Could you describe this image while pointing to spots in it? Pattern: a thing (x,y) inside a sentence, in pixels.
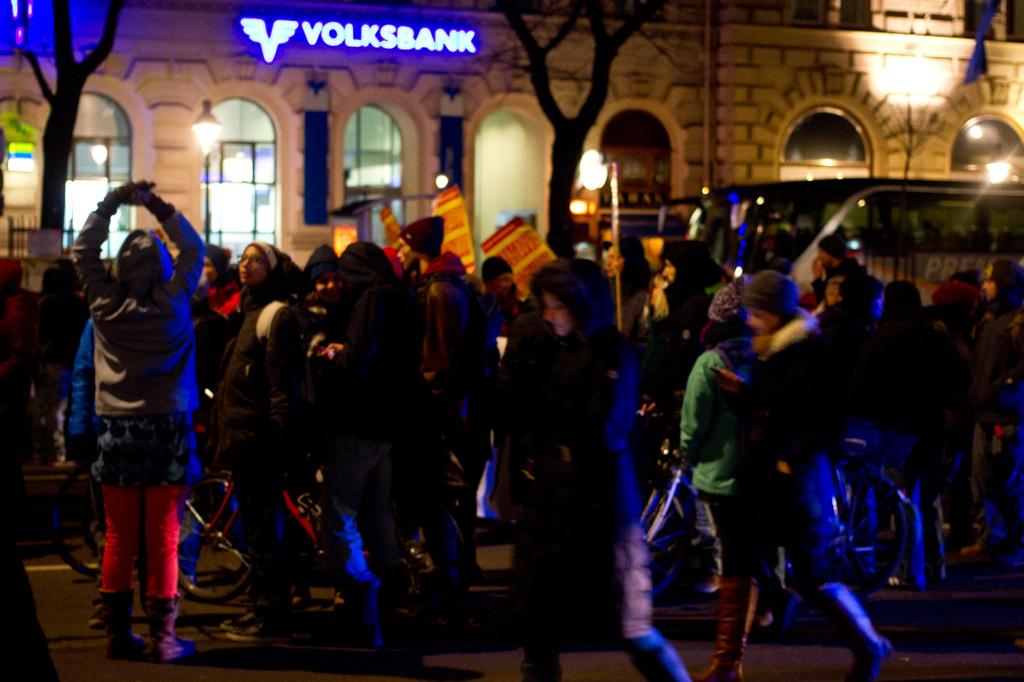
In this image in the middle (604,443) there is a woman (594,480), she wears a jacket (616,510), trouser (620,566), she is walking. In the middle (496,341) there are many people (408,336), lights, building (306,56), text (265,56), vehicle (880,260), streetlights (200,126), trees (571,189), windows (259,167), wall (788,84). At the bottom (591,641) there is a road (433,645).
